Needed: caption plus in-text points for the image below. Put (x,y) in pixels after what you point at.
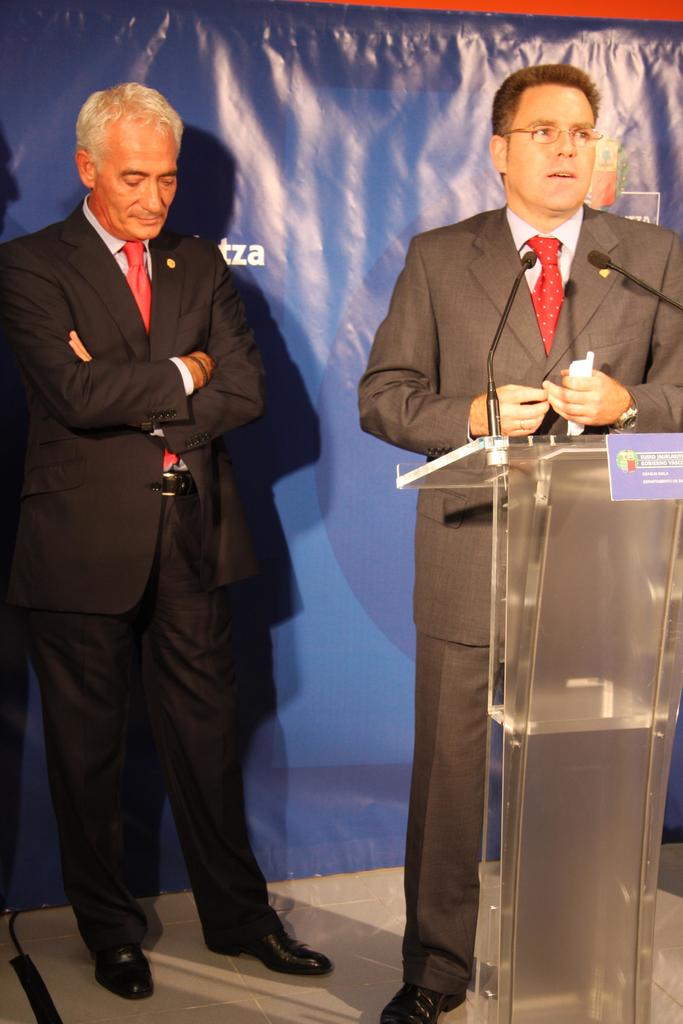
In this image there are two persons (116,402) standing, a person (508,416) is talking, a person (543,347) is holding a paper (588,371), there is a podium (580,612), there is a microphone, at the background of the image (342,518) there is a banner (338,334) truncated, there is text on the banner (281,263), there is a wire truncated towards the bottom of the image (37,1013).
